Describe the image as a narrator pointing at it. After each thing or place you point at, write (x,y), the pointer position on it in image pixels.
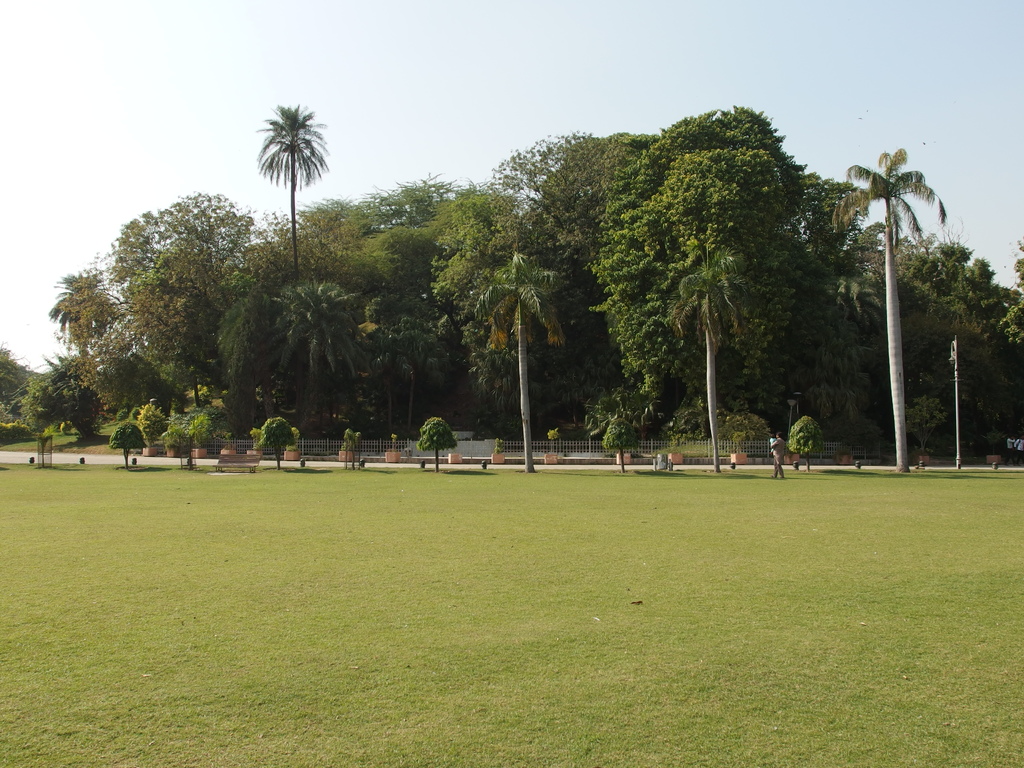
In the image there is a garden (324,506) and behind the garden (135,467) there are a lot of trees (776,396) and there is a person (776,461) walking in the garden (772,480) in front of one of the tree (816,436).
